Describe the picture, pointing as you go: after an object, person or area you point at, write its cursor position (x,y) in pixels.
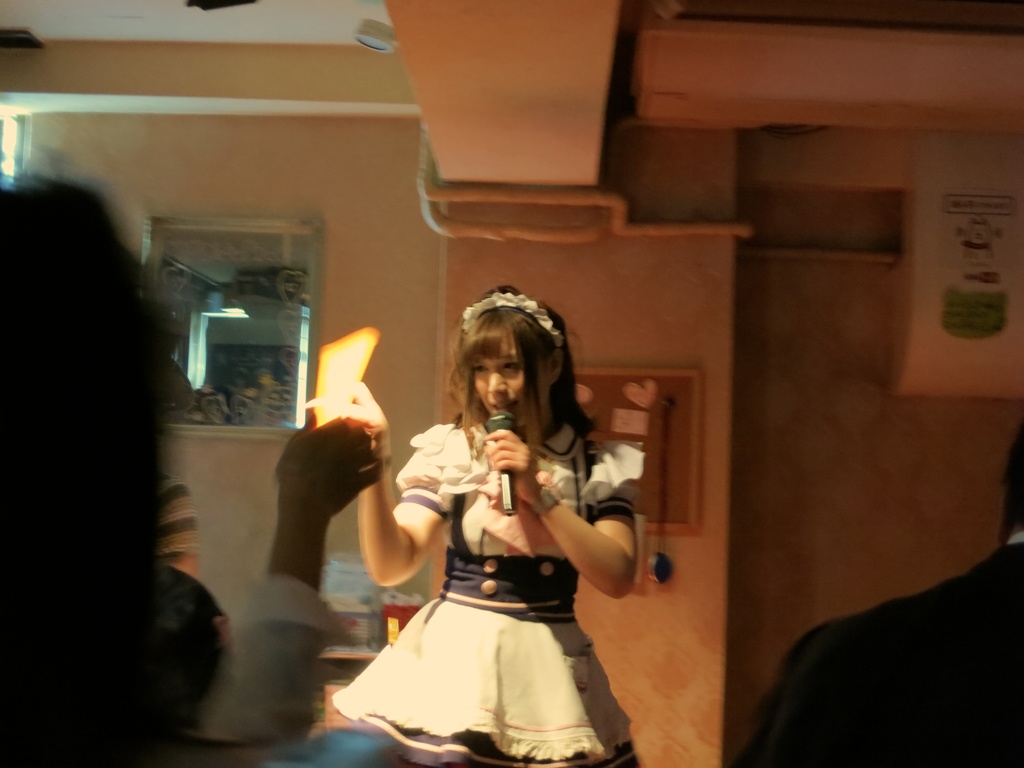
In this picture there is a woman (504,571) standing and holding the microphone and object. In the foreground (61,406) there are two people (27,614). At the back (363,155) there is a mirror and there is a poster (1004,153) on the wall (771,446). At the top (368,38) there are pipes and there is a light (368,38). At the bottom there are objects (334,597) on the table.
